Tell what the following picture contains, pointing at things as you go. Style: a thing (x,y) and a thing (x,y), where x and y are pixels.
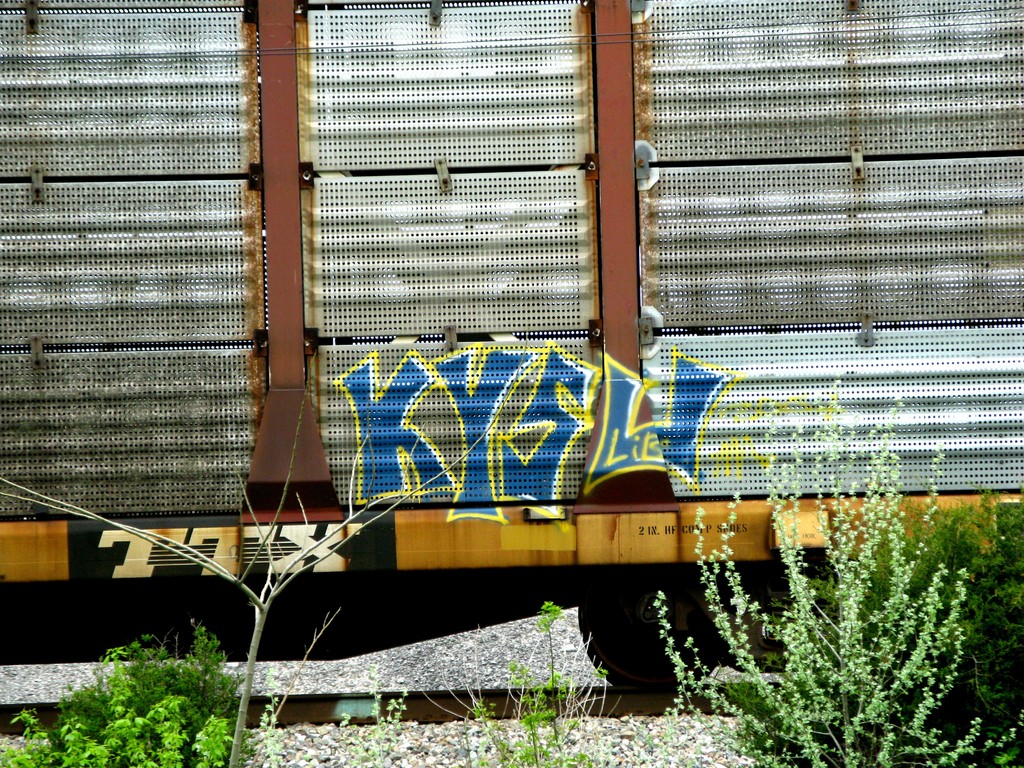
In this image there is a train wagon (620,253) in the middle (522,355). At the bottom (540,706) there are stones (551,729) and small plants (133,690) beside it. On the wagon (575,485) there is a painting (479,412).
